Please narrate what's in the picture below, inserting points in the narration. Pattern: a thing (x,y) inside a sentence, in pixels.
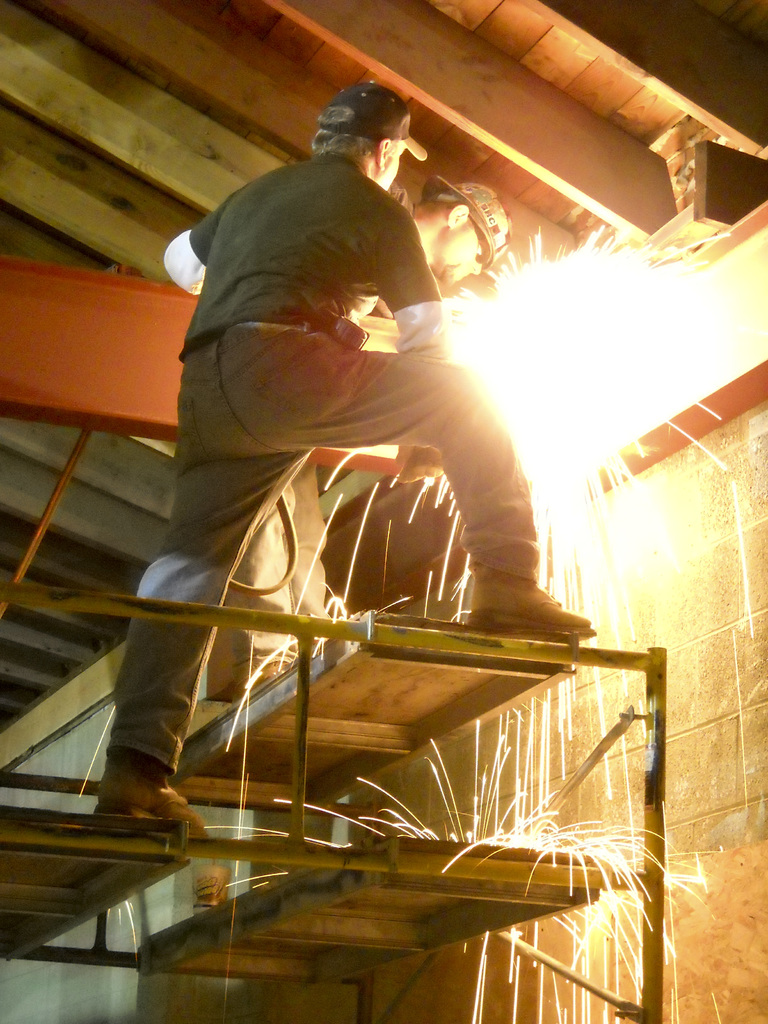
In this picture we can see two people (356,428), fire (562,282), wall (716,532), roof (270,5) and some objects (403,950).
